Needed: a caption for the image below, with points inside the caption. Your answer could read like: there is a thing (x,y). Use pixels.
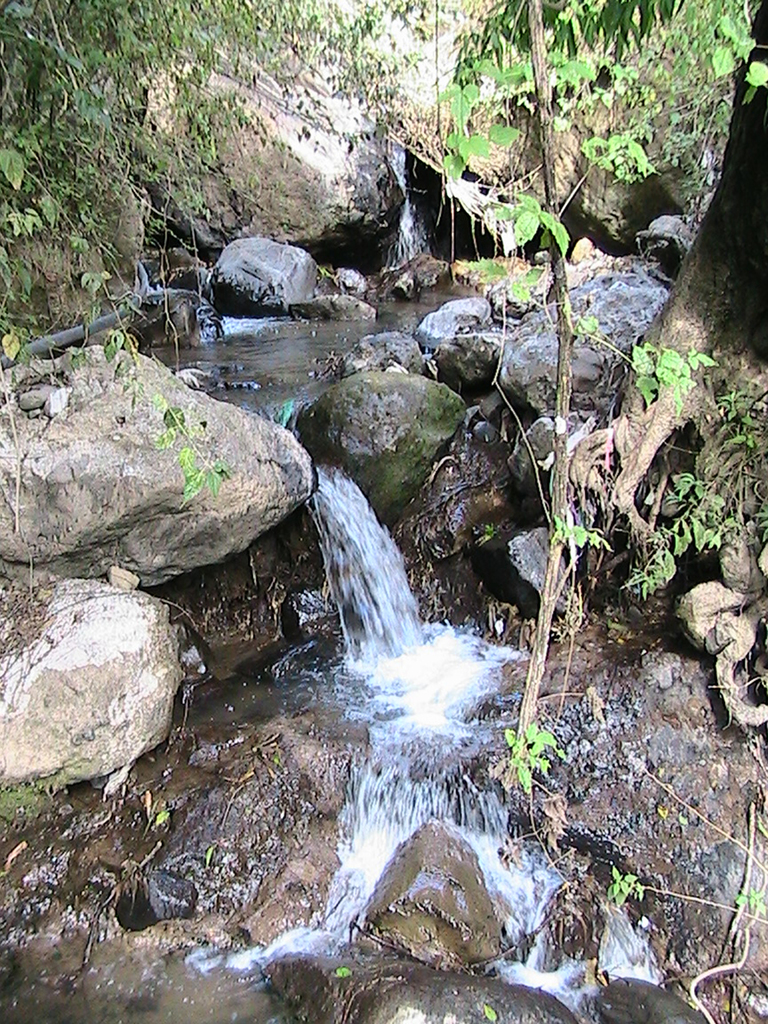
In the image there are plenty of rocks (388,392) and the water (252,323) is flowing through the rocks (603,757), around that area (599,216) there are many trees (756,289).
